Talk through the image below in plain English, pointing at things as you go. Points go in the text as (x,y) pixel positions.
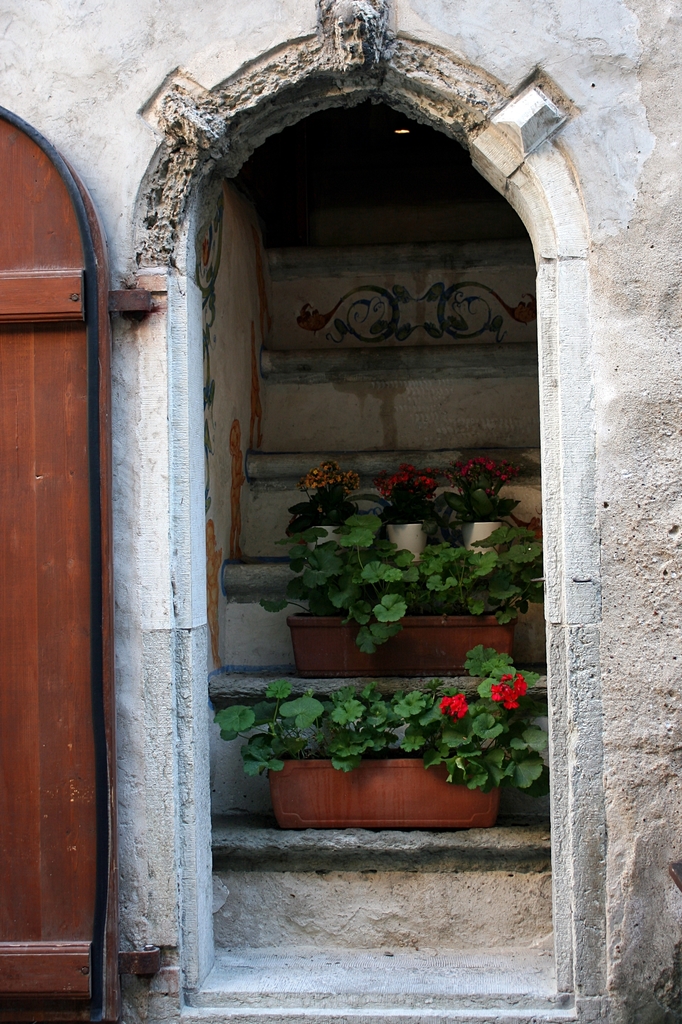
In this picture there is a building (193,935). In the foreground (425,778) there are plants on the staircase (389,970) and there are flowers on the plants (438,702). On the left side of the image (17,610) there is a door (33,790).
